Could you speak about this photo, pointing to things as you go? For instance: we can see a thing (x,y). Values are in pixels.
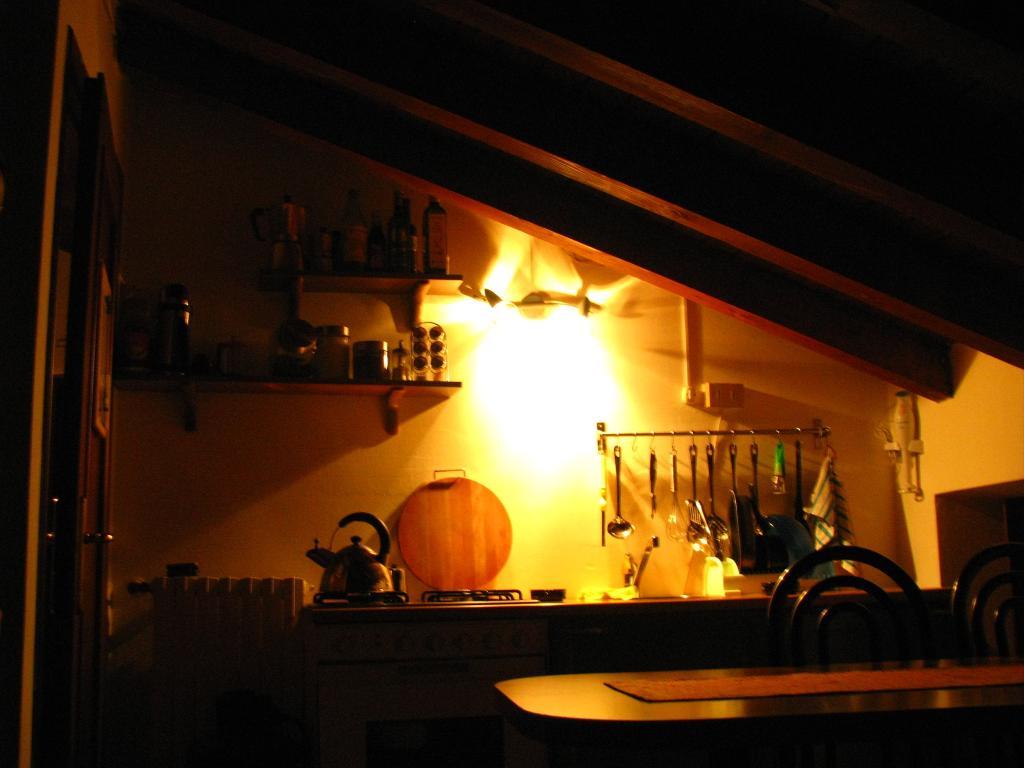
The picture seems to be in a kitchen room (746,279), on the left side (323,567) there is tea kettle (360,550) and wooden cutting board (452,542). On the right side (710,523) there are spoons (710,523) and knife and on the top (435,244) there are vessels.
